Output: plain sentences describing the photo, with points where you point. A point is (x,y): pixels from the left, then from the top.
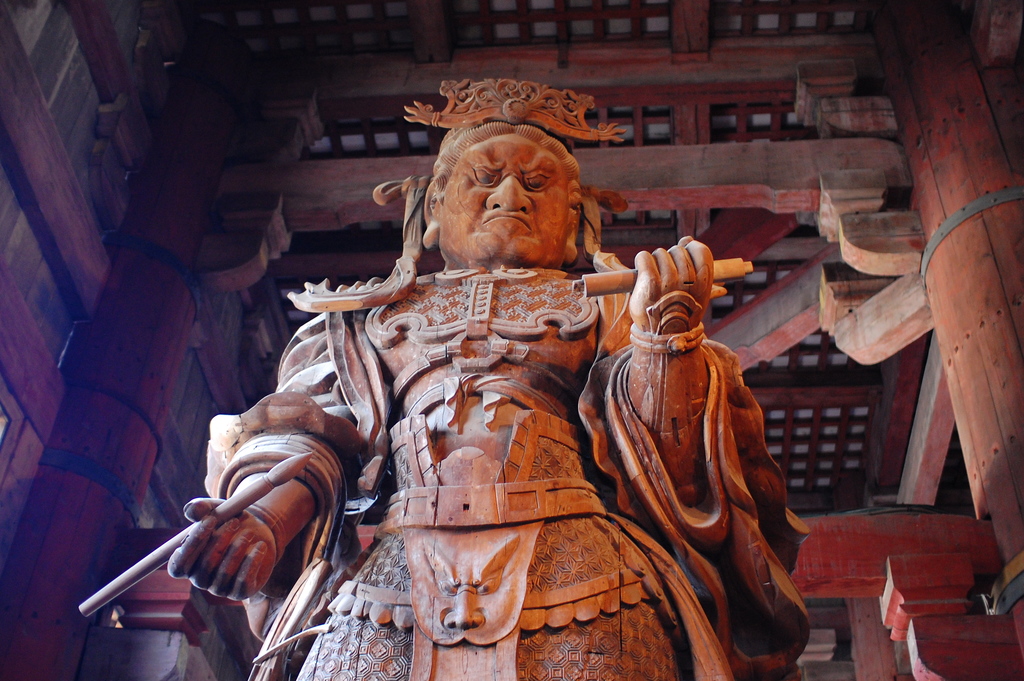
In this picture, there is a statue (638,472) which is in brown in color. In the background (634,70), there are wooden pillars (167,123).
